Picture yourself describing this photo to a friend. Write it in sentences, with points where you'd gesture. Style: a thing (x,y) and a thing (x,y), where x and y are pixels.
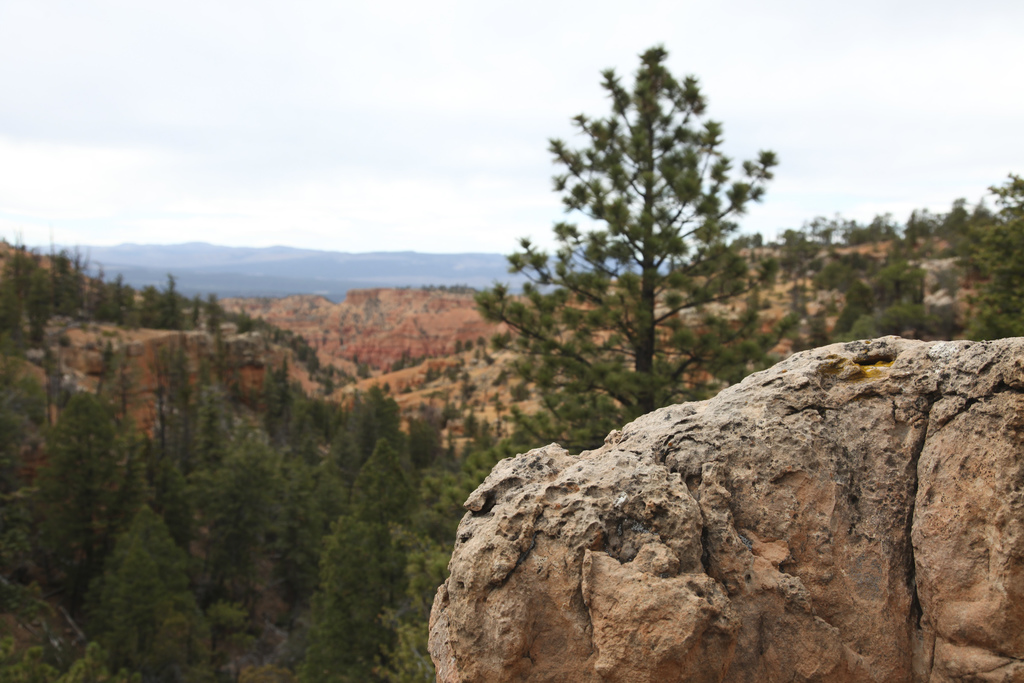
In the picture I can see the rock (1007,414) on the right side (838,660). In the background (123,427), I can see the hills (426,345) and trees (608,344). There are clouds (339,216) in the sky (355,231).
